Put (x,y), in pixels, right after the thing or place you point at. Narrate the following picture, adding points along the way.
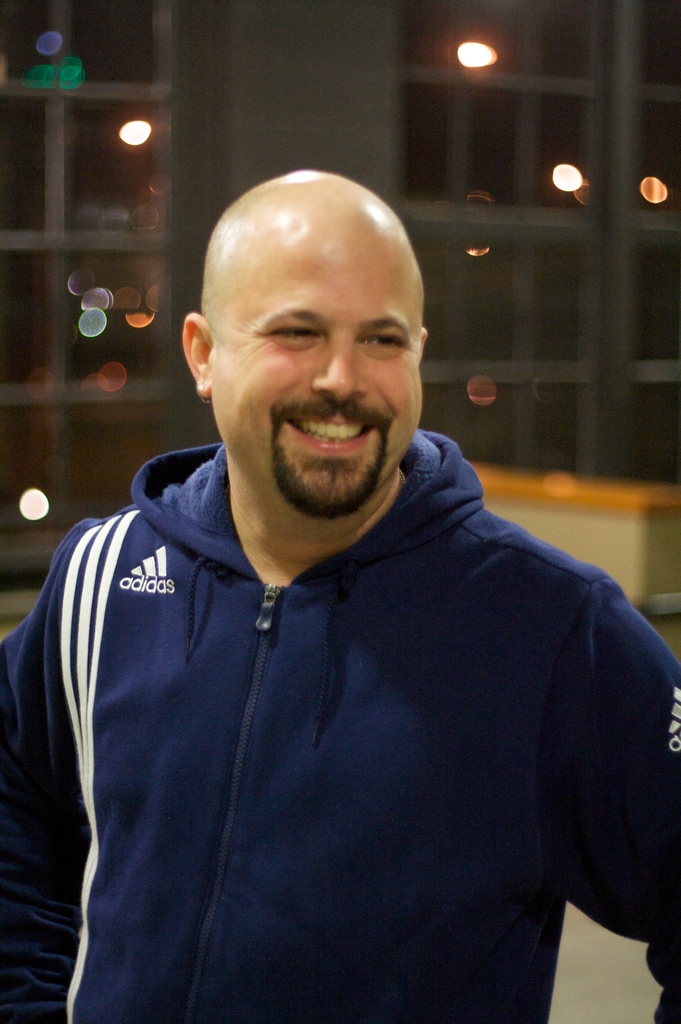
In this image I can see a person (291,535) standing and smiling. And the background (77,443) is blurry.
